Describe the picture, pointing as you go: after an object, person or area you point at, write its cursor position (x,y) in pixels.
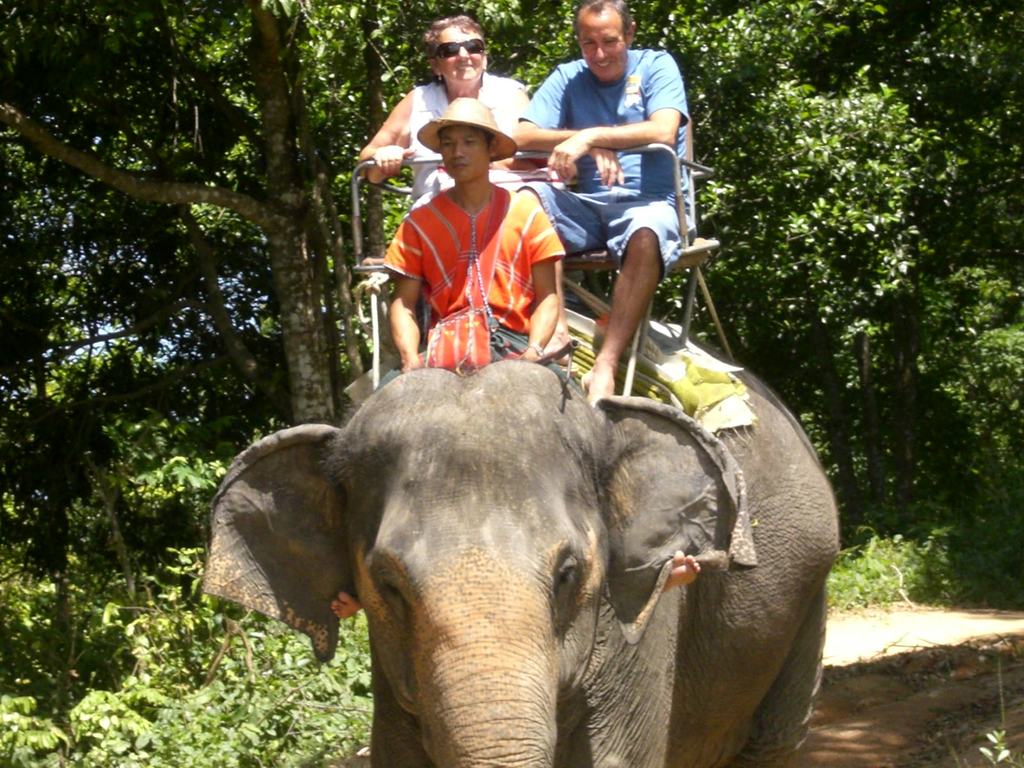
The picture is taken at the outdoor where an elephant (647,521) is present and on the elephant (484,410) there are three people (473,295) sitting, one person (463,295) is wearing orange dress (495,262) with a hat (495,137) and another man (604,135) is wearing a blue dress (578,124) and one woman (495,106) is wearing white dress (503,106) and sun glasses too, behind them there are trees (938,500).
